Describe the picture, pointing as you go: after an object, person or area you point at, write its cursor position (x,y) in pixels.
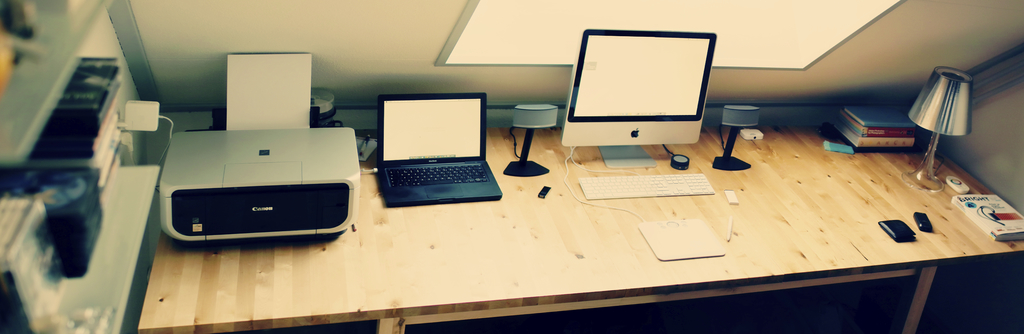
In this image we can see printer (301,181), laptop (399,166), speakers (526,157), monitor (660,136), keyboard (651,188) and some things (750,135) on table (167,237).
